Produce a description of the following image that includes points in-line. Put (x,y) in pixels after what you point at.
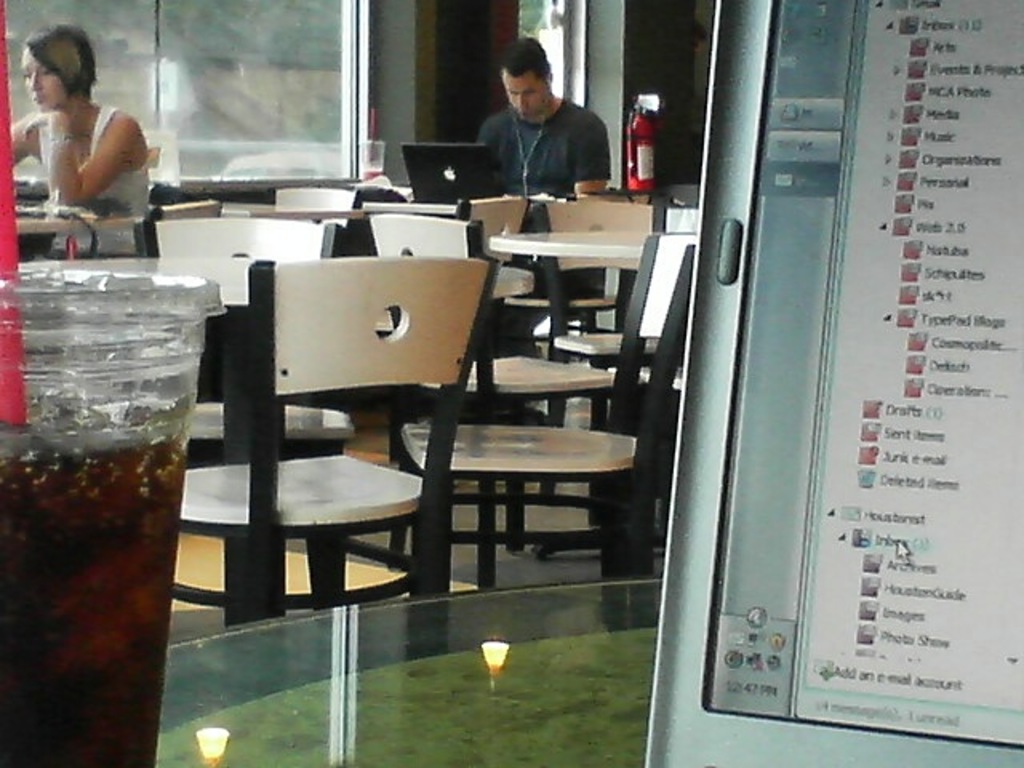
In the image there is a woman (111,159) and guy (553,151) sat on chair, this image seems to be inside a hotel (649,10) and there is a screen (828,481) over the right side (858,157) and a soft drink cup (100,448) over left side (133,336).
